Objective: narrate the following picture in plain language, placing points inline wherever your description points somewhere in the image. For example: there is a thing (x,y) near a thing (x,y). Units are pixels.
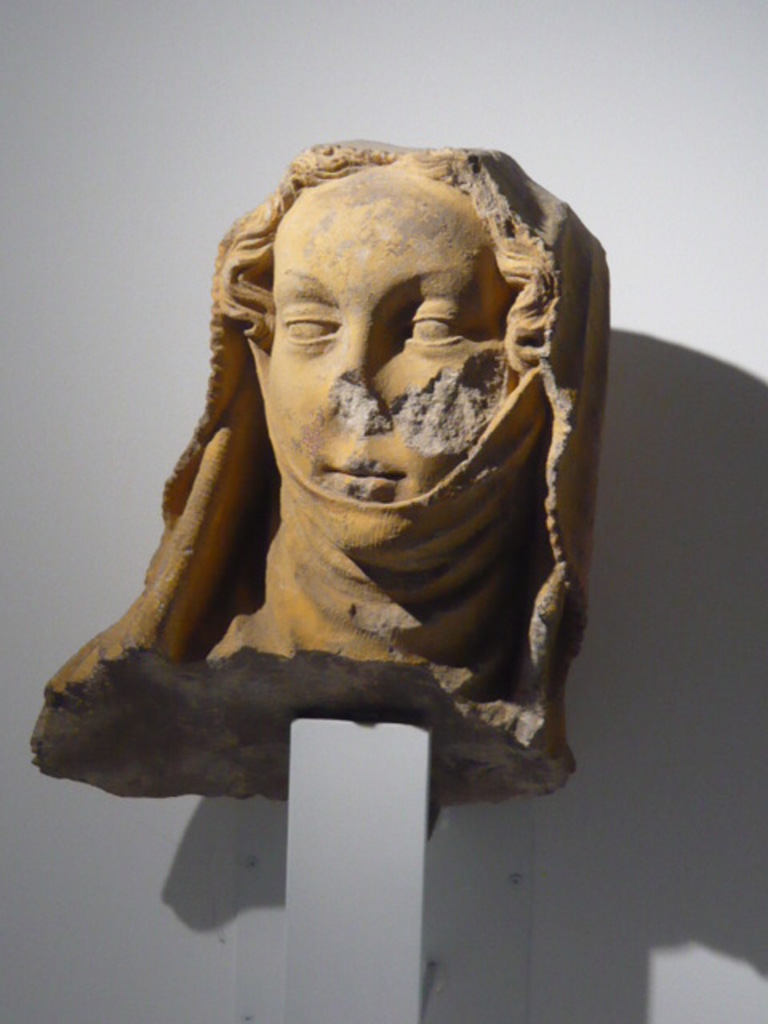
In this image there is a sculpture (377,577) on a pillar (390,755). There is a face (320,471) of a person (351,365). It is bit broken. Behind it there is a wall (536,111).
